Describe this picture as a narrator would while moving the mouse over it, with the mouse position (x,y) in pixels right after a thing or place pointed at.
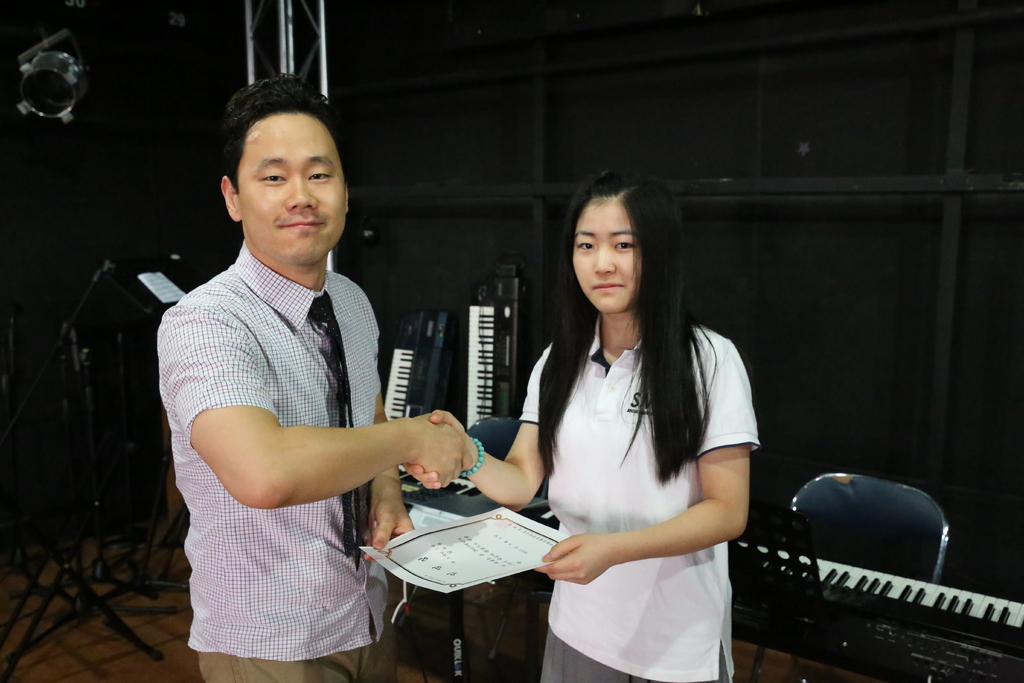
In this image I can see there are the two persons (374,419) on the right side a woman (616,463) wearing a white shirt (616,463), She holding a paper (437,570) on her hand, on the left side (213,412) I can see a person (227,365) wearing a check shirt (209,368), they both are making a hand shakes, on the backside of them there are musical instrument (891,618) kept on the table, there is a chair (849,512) in front of a table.
